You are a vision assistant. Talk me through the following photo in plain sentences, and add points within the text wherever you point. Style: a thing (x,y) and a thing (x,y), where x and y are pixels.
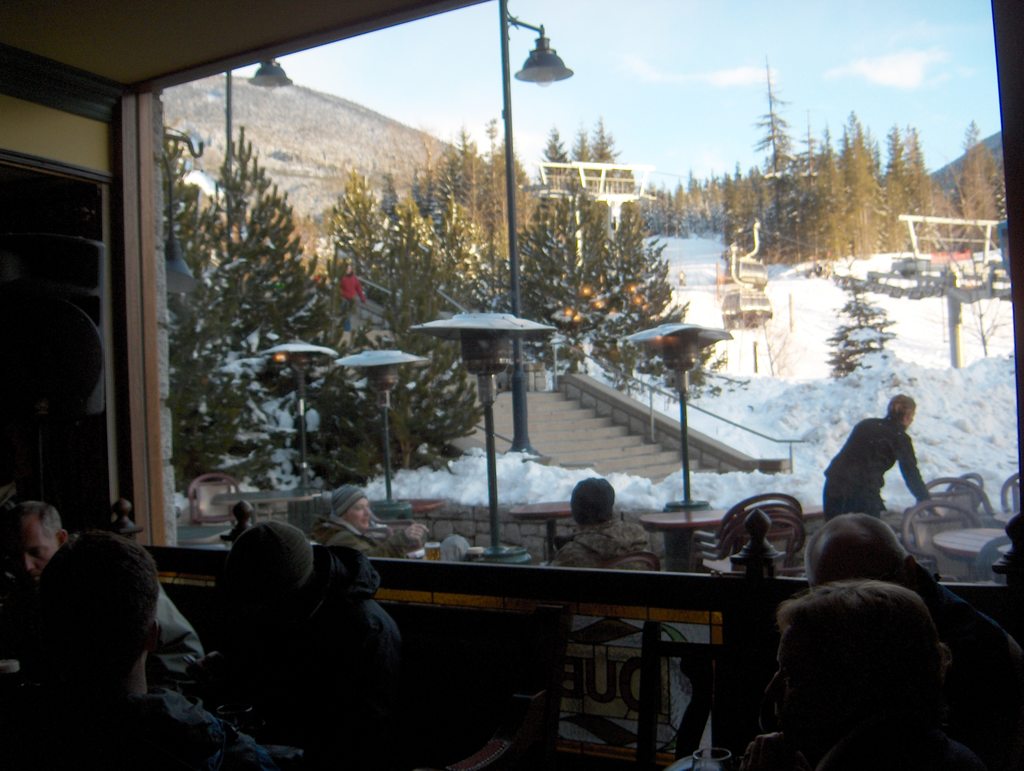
In this picture we can see the inside view of the restaurant (391,610). In the front (115,722) there are some people (109,709) sitting on the dining tables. Behind there are some trees (351,390) and snow (794,430) on the ground (679,410). In the background (612,155) we can see some huge trees (764,193).
